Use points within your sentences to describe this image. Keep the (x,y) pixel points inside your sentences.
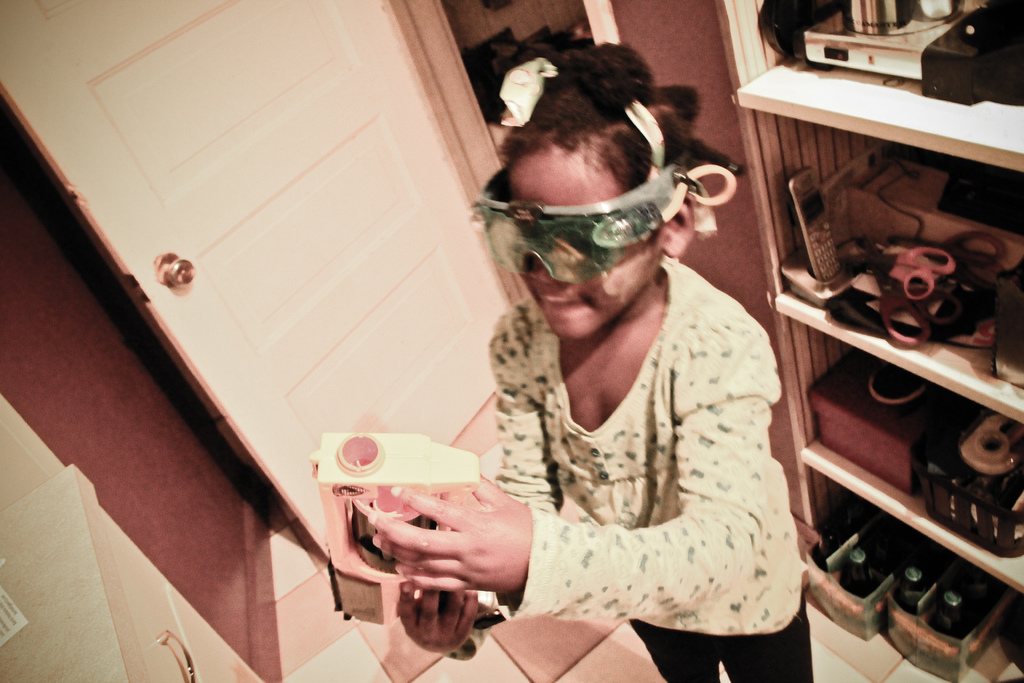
In this image we can see a child (625,382) wearing a goggles (520,232) and holding something in the hand (409,571). In the back (258,269) there is a door (259,259). Also there is a cupboard (947,371). In the cupboard (925,112) there are many items (886,204) like scissors (918,270), boxes (849,230), phone (835,274) and many other items (884,585).
